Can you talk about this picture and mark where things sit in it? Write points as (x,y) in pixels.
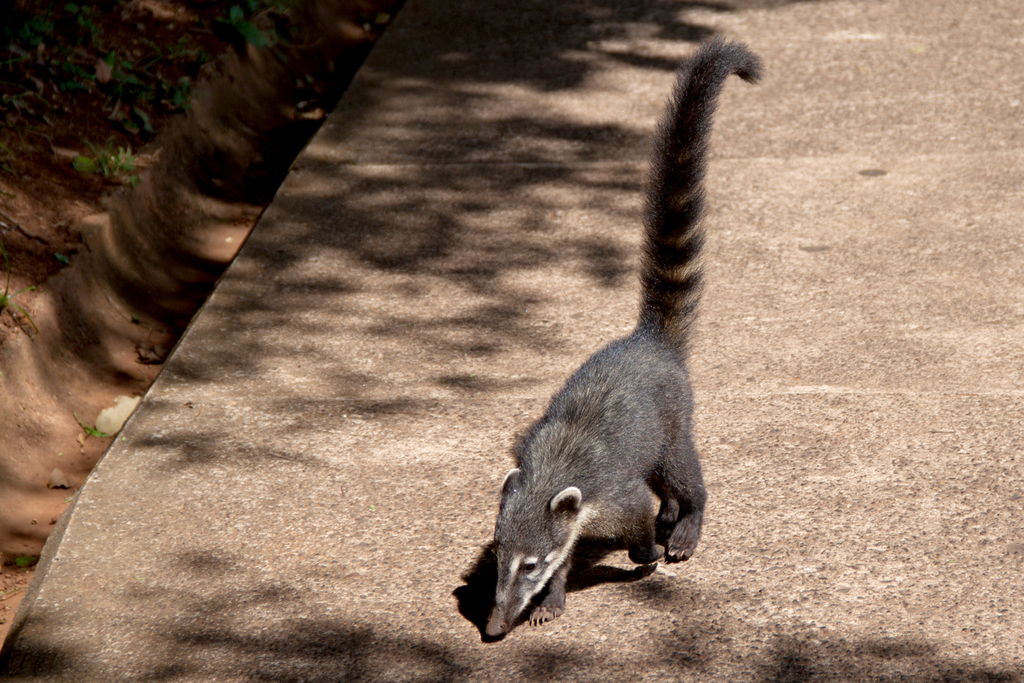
In this picture we can see a nasua (560,419) and few plants (112,111).
